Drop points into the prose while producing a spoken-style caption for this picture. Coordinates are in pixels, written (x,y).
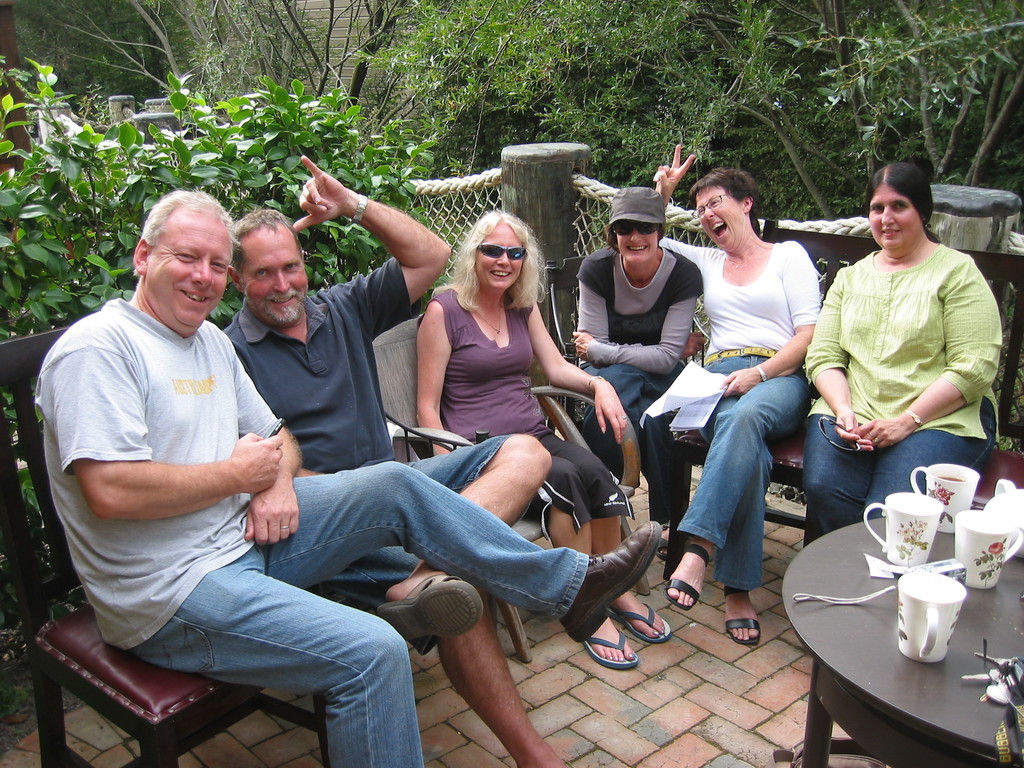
In this picture we can see a group of people (614,206) consisting of man (253,328) and woman (780,250) some wore goggles (490,252), cap (654,200) and here woman (760,283) holding paper (696,401) in her hands (728,379) and in front of them there is table (943,715) and on table (876,659) we can see cups (910,520) and in background (499,191) we can see fence (534,191), trees (507,122).
